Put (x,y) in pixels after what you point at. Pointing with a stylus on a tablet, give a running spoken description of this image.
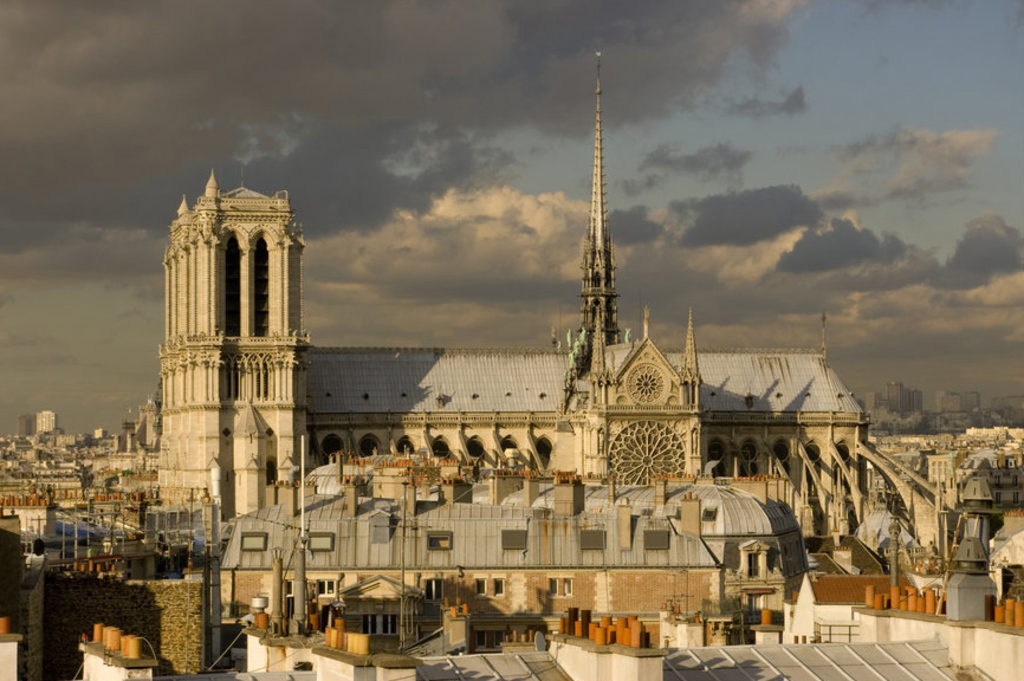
In this picture we can see few buildings (444,492), in the background (702,337) we can find clouds (513,229).
